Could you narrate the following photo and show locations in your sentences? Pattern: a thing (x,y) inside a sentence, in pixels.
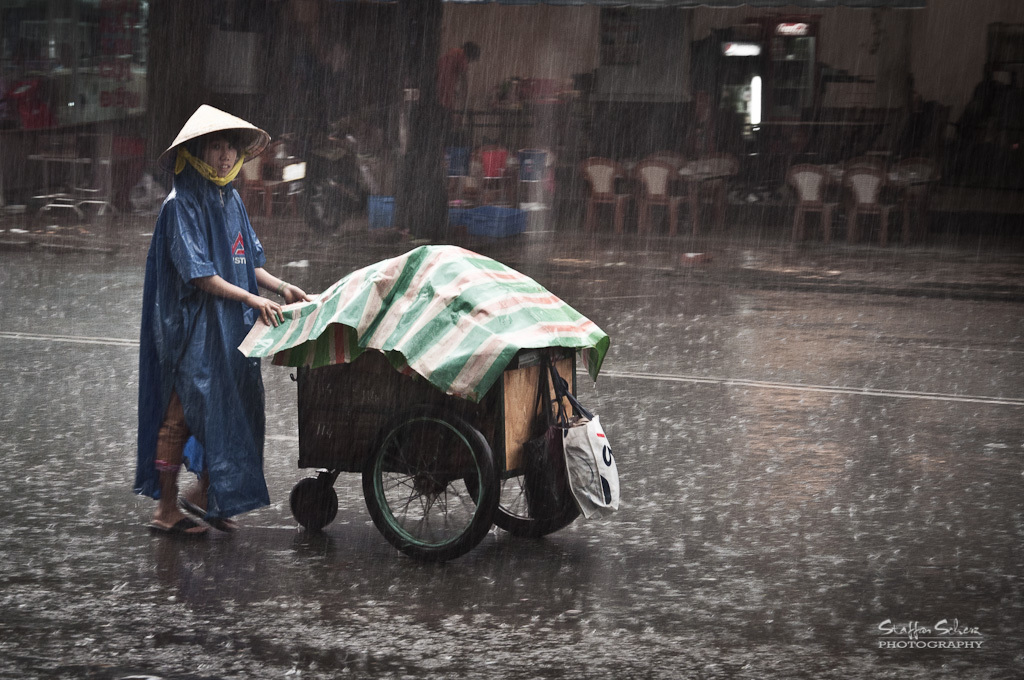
In the image there is a person (216,241) with a hat (242,127) on the head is walking. She is holding the trolley (307,377) in the hand (300,289). On the trolley (327,397) there is a cover (500,360) and also there is a bag (552,407). In the background (376,176) there is a footpath (985,260) with chairs (875,202), tables (721,166), bike (318,167) and some other items (107,54). And also there is a building (776,27) with wall (587,58). And it is raining in the picture. In the bottom right corner of the image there is a name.
